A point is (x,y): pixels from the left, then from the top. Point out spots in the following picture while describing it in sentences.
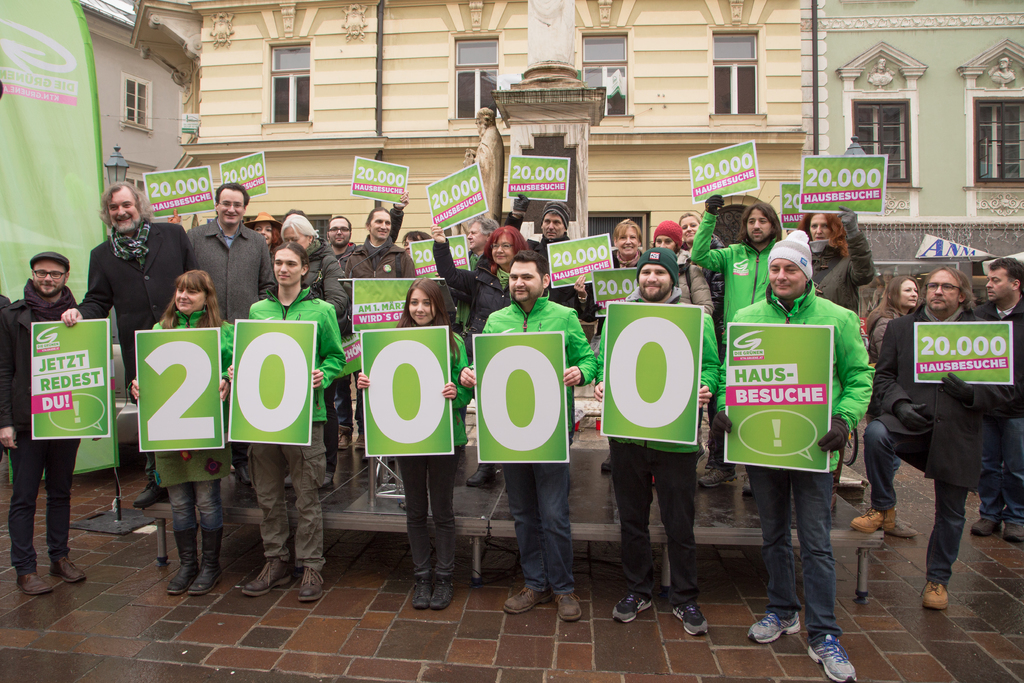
In this image, we can see some people (60,577) standing and they are holding some posters (189,176), in the background (1012,51), we can see buildings (786,101) and there are some windows (292,77) on the buildings (403,96).
